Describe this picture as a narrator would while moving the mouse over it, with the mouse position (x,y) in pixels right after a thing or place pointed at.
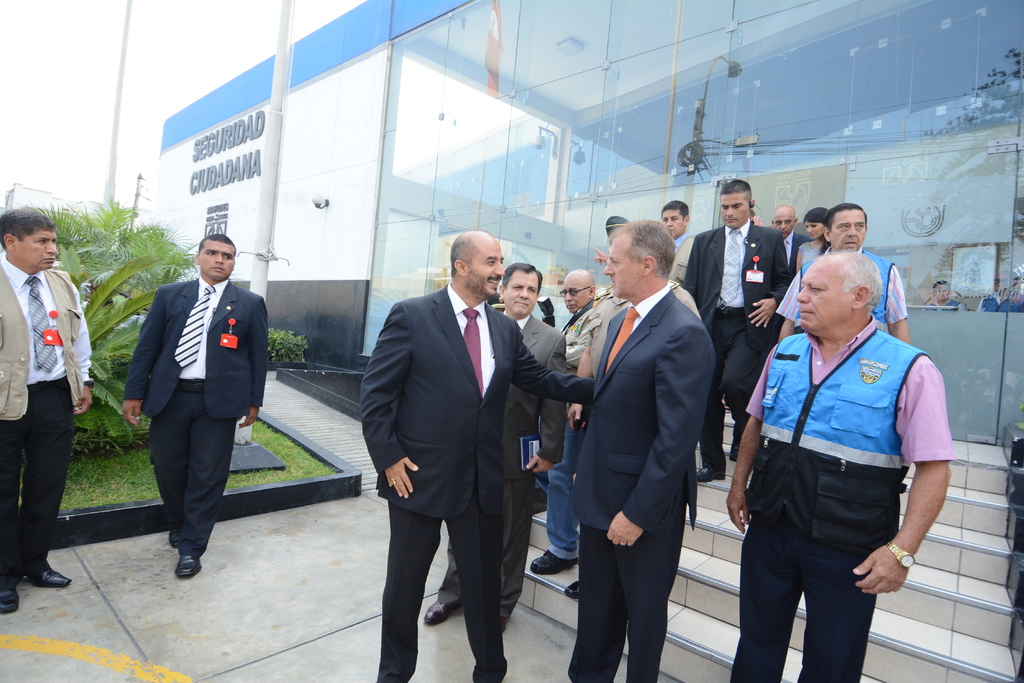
In this image there are a few people (487,483) standing and talking with each other, behind the persons (706,460) there are stairs (710,541) to a building (491,191), to the left of the image (153,273) there are trees (90,265).
